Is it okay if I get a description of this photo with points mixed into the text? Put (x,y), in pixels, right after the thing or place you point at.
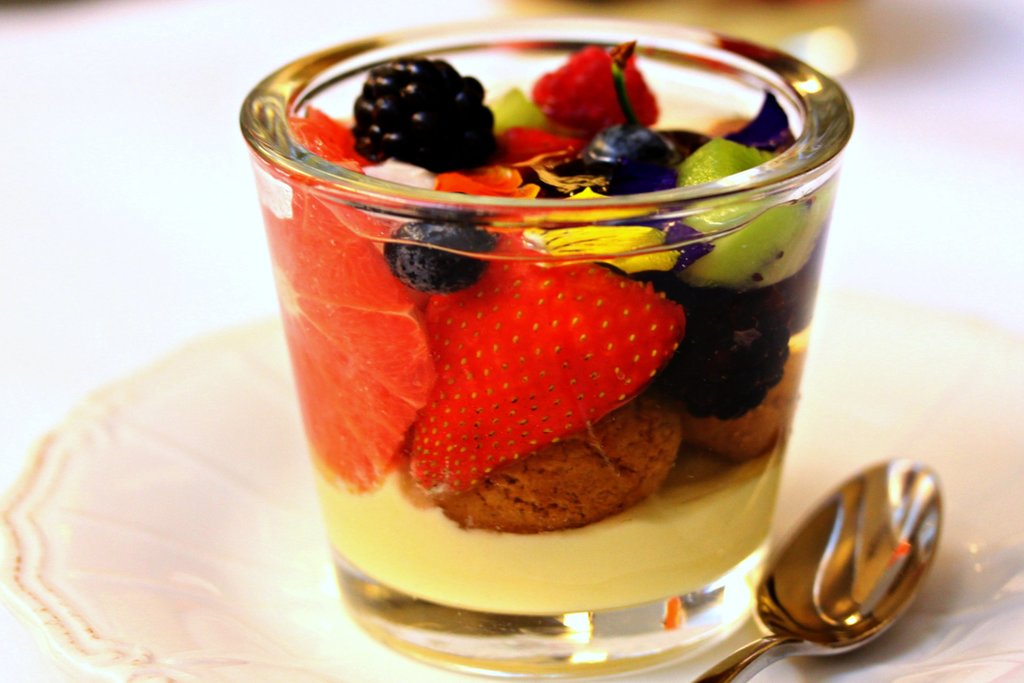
There are fruits (566,280) and a food item (571,504) in a glass (401,501) and there is a spoon (808,609) on a white plate (342,633).
